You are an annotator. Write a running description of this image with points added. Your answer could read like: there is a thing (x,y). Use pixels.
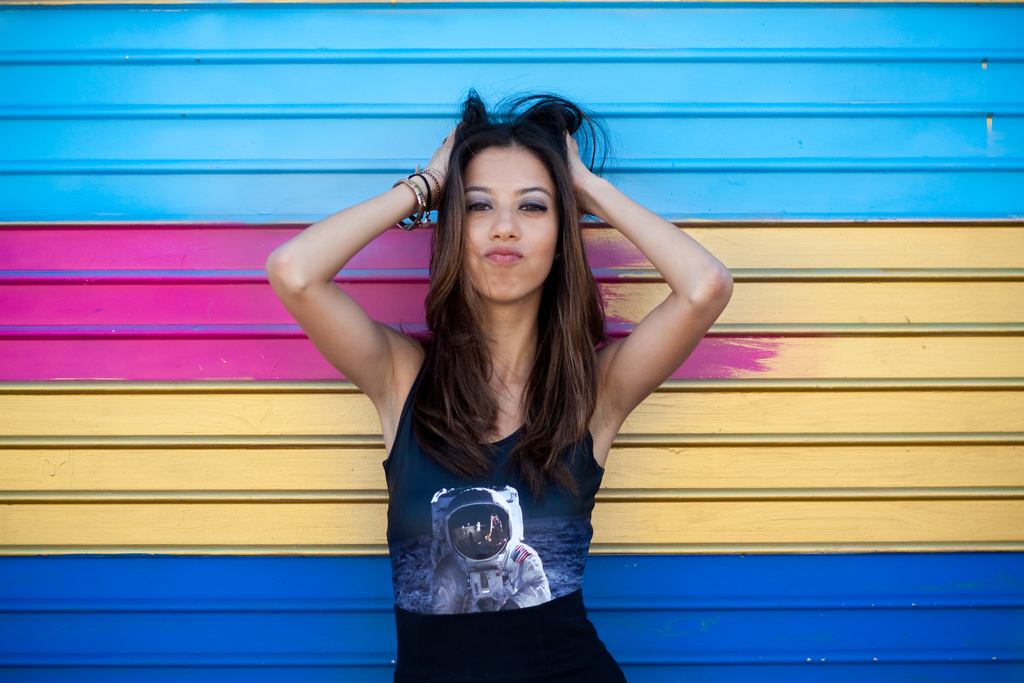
In this picture, there is a woman (510,434) wearing a black top (484,537) and black trousers (584,635). In the background (228,166) there is a wall (863,274) with different colors.
